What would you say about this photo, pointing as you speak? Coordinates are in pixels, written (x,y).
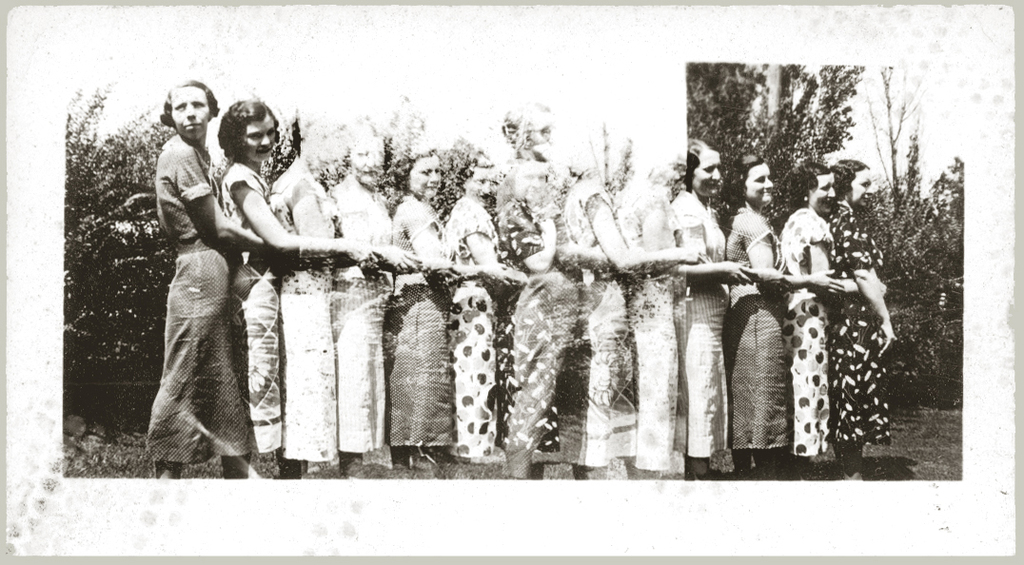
This is a black and white image and I can see few women (306,244) standing in a row holding their hands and this is an unclear image.
